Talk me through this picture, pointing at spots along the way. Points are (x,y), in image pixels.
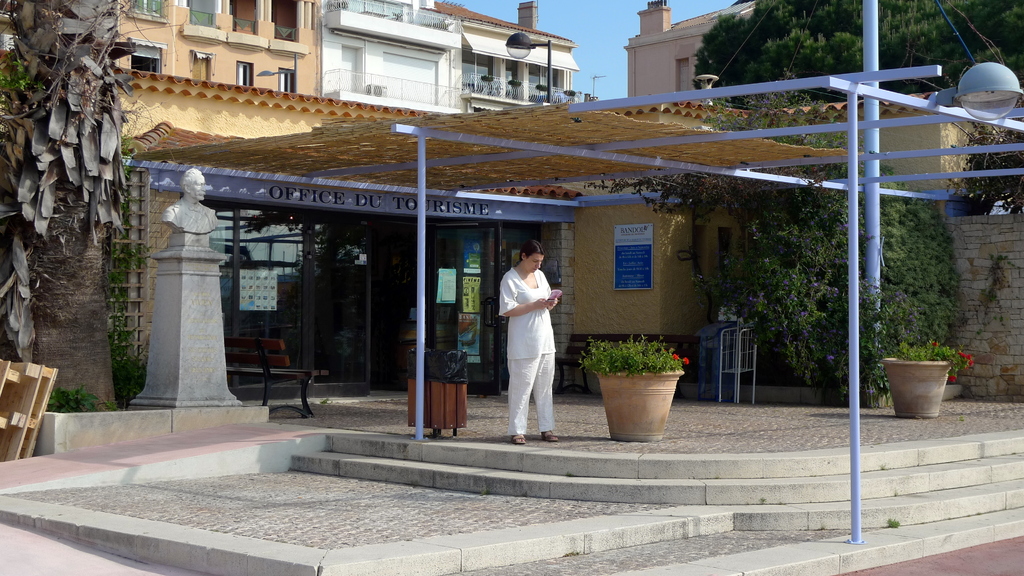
This image consists of buildings (216,125). In the front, there is a woman (552,358) wearing white dress (553,341) is standing. To the right (866,308), there is a tree (787,299). To the left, there are wooden benches (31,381).
